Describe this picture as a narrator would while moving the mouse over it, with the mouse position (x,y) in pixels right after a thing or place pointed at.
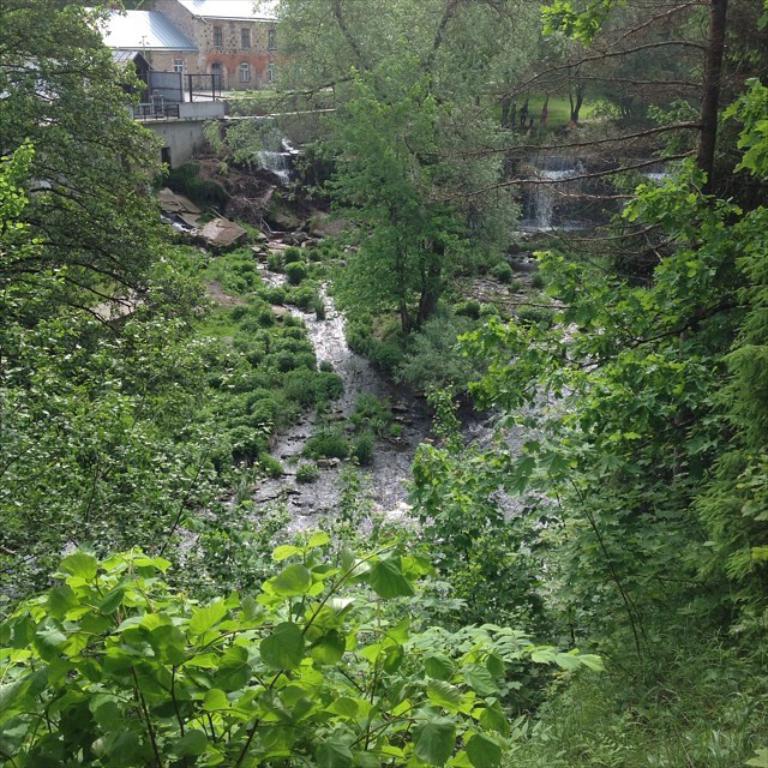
In this picture I can see trees (554,34), there is water (184,545), there are rocks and a building (265,67).
